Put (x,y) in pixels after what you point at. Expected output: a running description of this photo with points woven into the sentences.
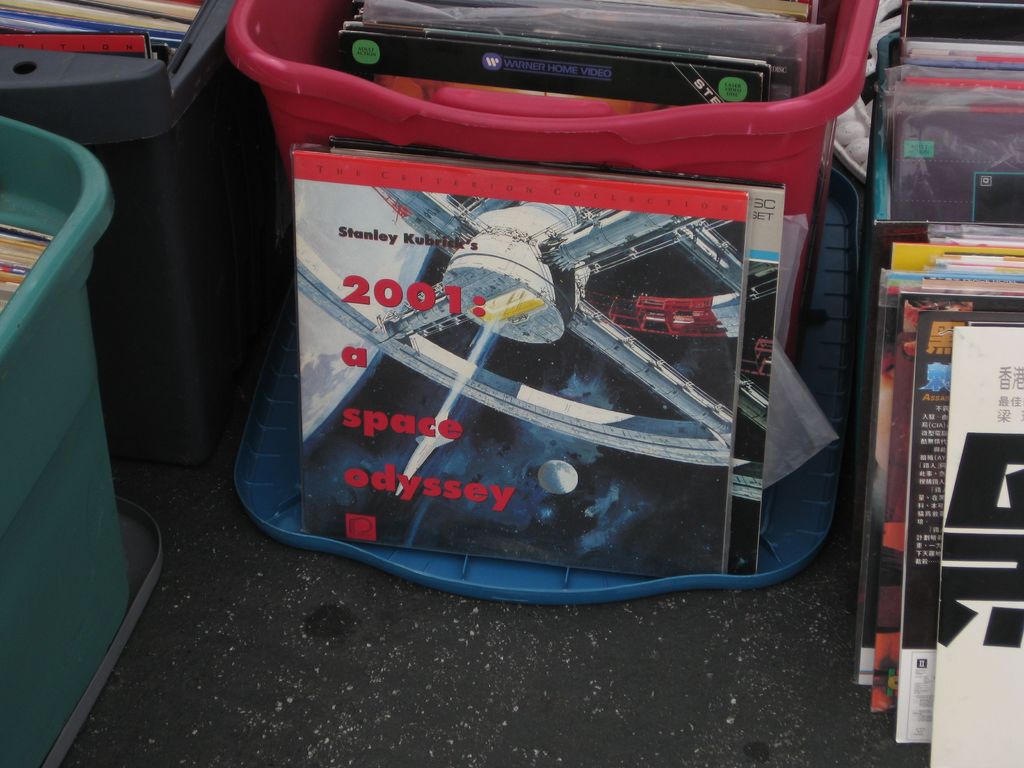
In this picture we can see some boxes (154,135), there are some books (33,249) present on these boxes (851,100), we can see some text (458,429) on this book (390,402).
